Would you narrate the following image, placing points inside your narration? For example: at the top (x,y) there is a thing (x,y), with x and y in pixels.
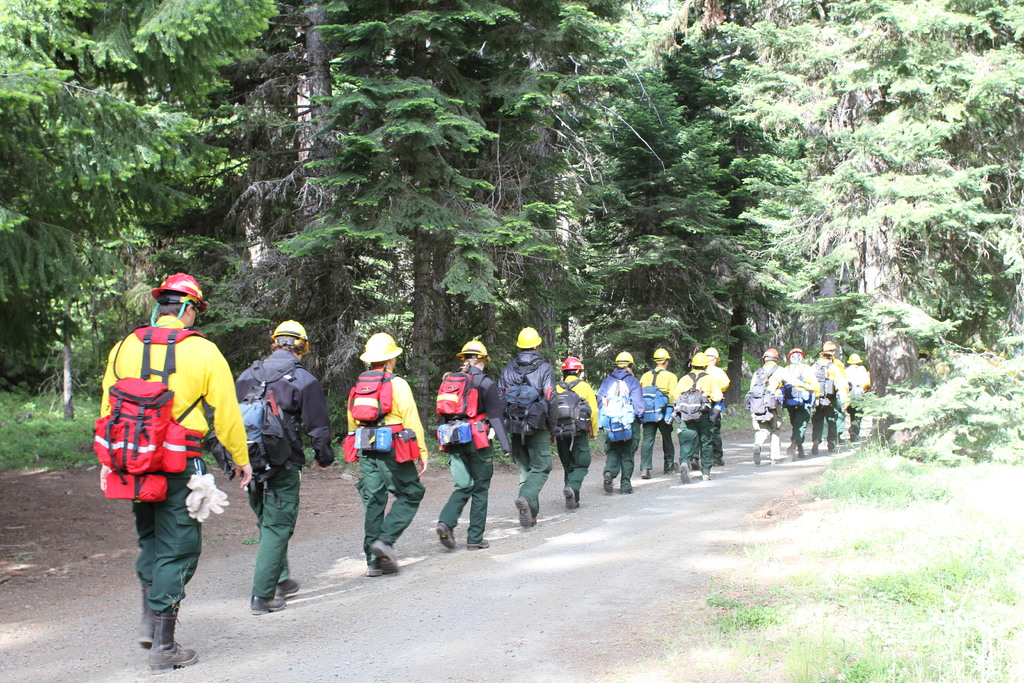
In this image we can see a group of persons (217,374) walking and the persons (709,388) are wearing safety helmets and backpacks (569,420). Behind the persons (409,418) there are groups of trees (488,303) and the grass (1005,478). On the right side (734,277), we can see the grass (934,589) and trees (904,443).
